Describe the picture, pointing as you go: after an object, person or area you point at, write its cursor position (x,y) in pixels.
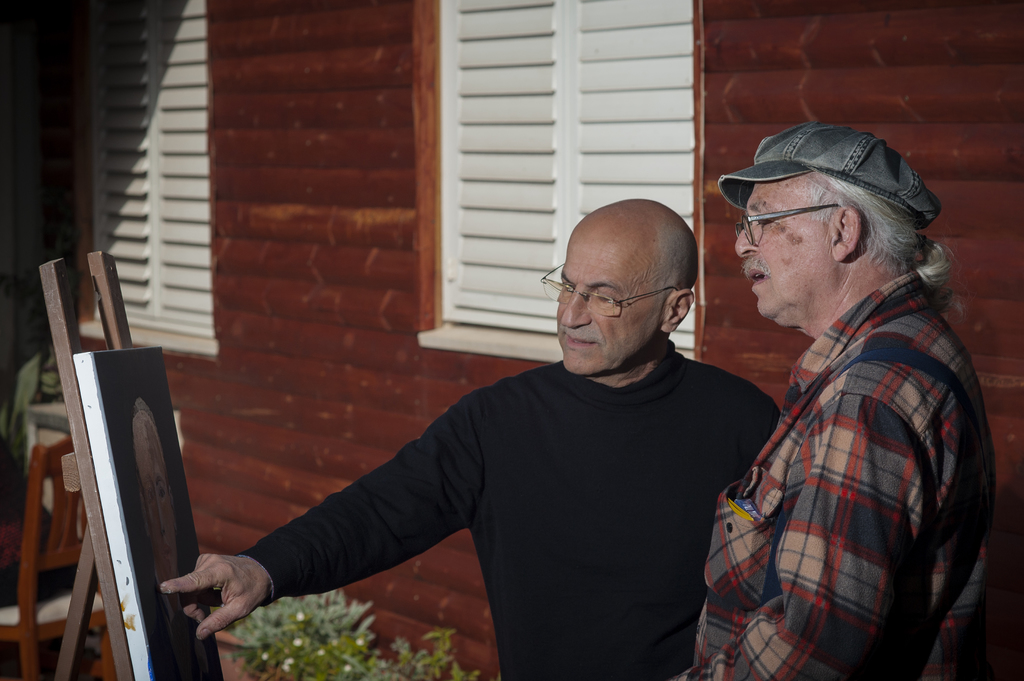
In the image we can see there are two people (674,492) who are standing and at the back (397,245) there is a building (268,193) and the wall (248,281) is made up of red wooden logs (280,380) and the man (298,579) is pointing towards the portrait (146,521).
